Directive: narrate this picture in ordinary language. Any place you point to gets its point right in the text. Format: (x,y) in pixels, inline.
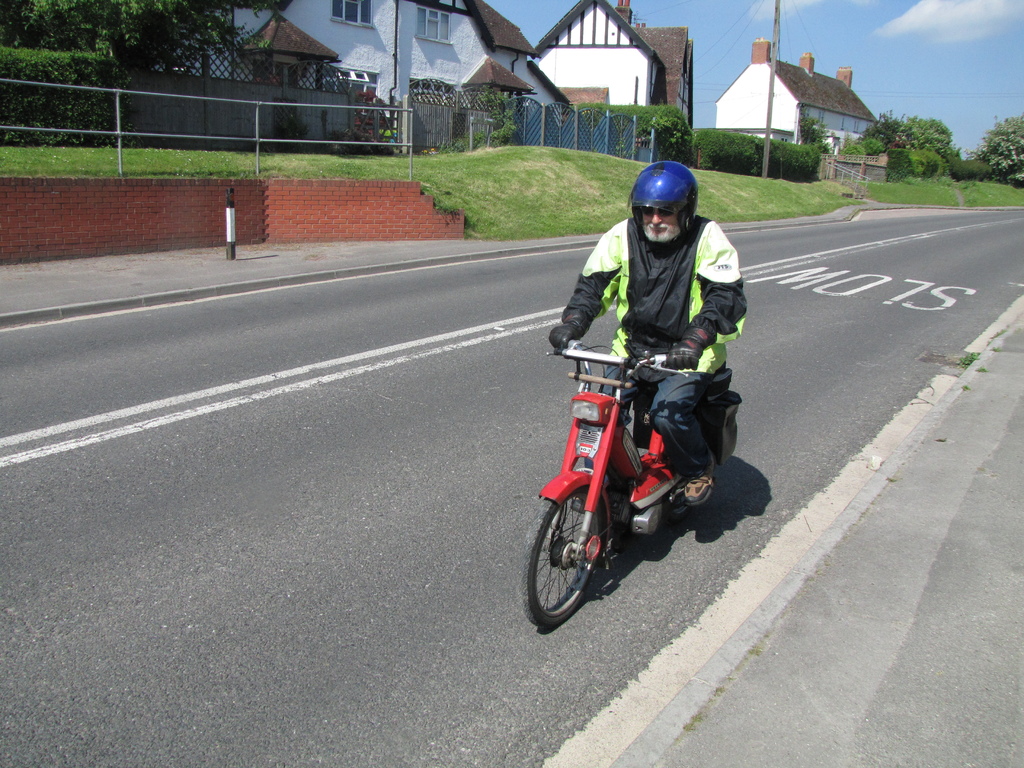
A person (631,248) is riding a motorbike (652,438) and wore a helmet (661,180). Background (385,25) there are houses (436,27) with windows (423,27), plants (735,143), trees (1005,163) and grass (592,164).
